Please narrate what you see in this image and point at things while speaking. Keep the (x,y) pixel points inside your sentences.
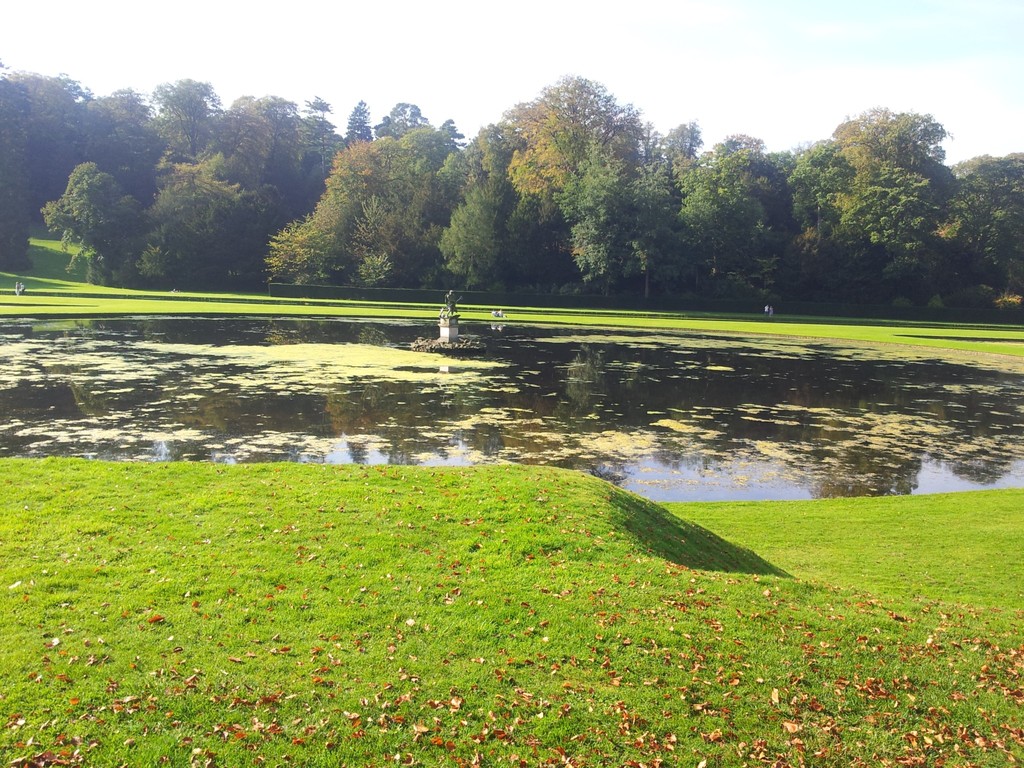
In this image, we can see a statue (447,320), water (546,403), algae (459,360). Here we can see grass (629,621). Background (1010,272) there are so many trees (656,266) and sky (843,90).
